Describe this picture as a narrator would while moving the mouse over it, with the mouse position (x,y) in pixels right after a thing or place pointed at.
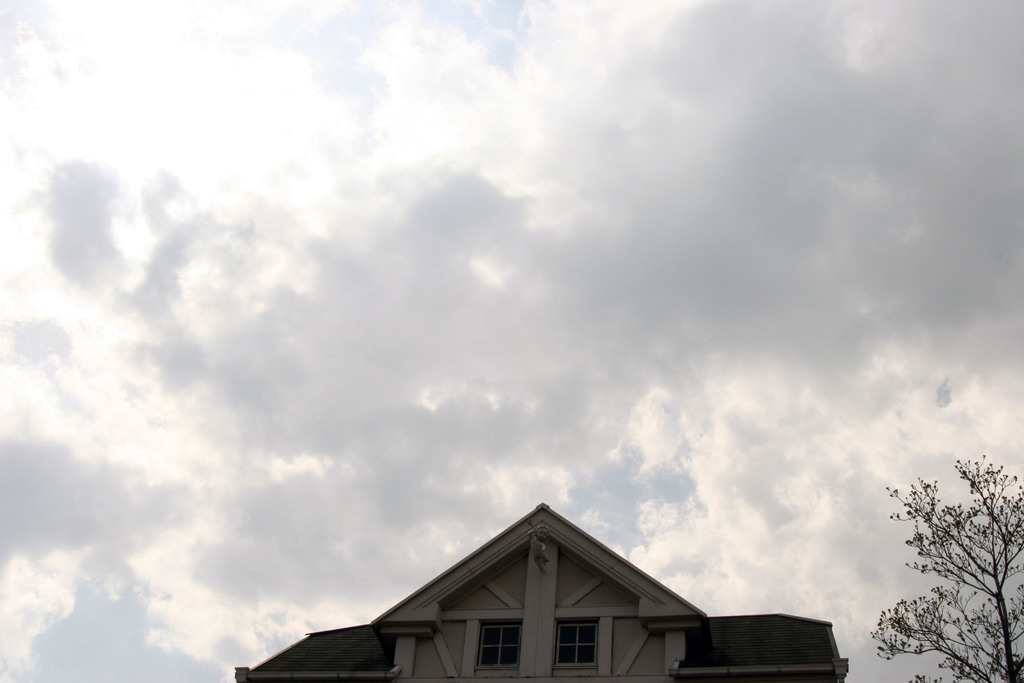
In the foreground of this picture (565,616), there is a house (600,646) on the bottom side of the image (632,674). On the right (953,602), there is tree (952,577). On the top (471,187), we can see cloud (478,280) and the sky (306,349).
